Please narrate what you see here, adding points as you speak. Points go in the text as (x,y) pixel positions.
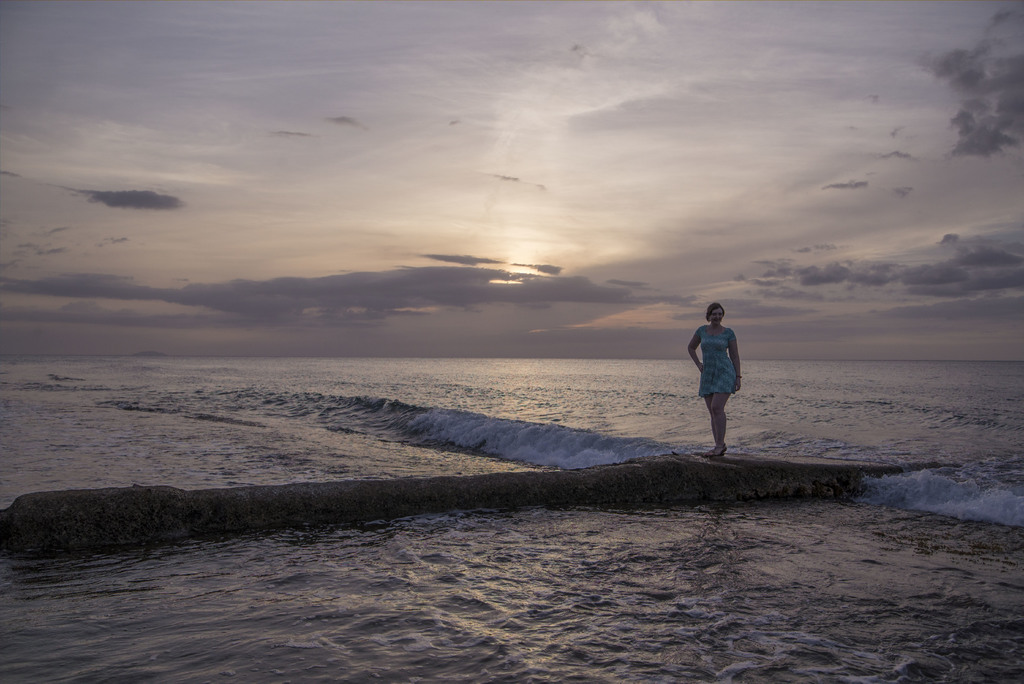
In this picture we can see a woman (717,409) is standing on the path (694,462) and behind the woman (739,388) there is water (767,367) and a sky (568,341).
